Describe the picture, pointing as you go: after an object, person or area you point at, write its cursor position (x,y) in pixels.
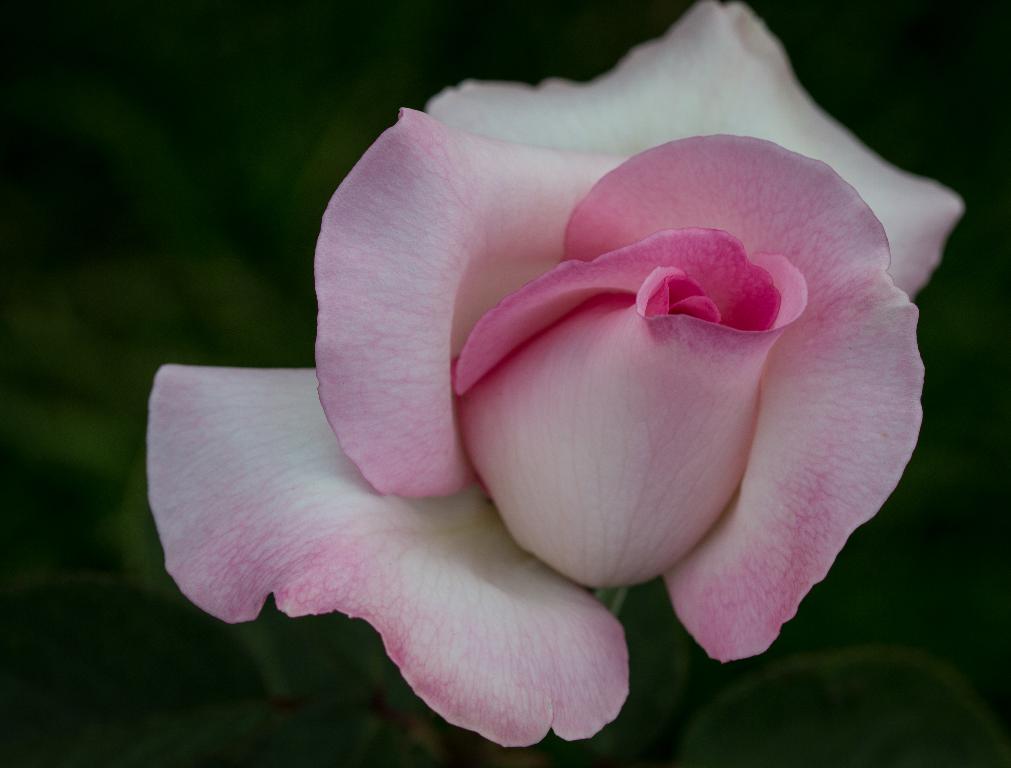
There is a pink and white color rose (471,478). In the background (164,343) it is blurred.
